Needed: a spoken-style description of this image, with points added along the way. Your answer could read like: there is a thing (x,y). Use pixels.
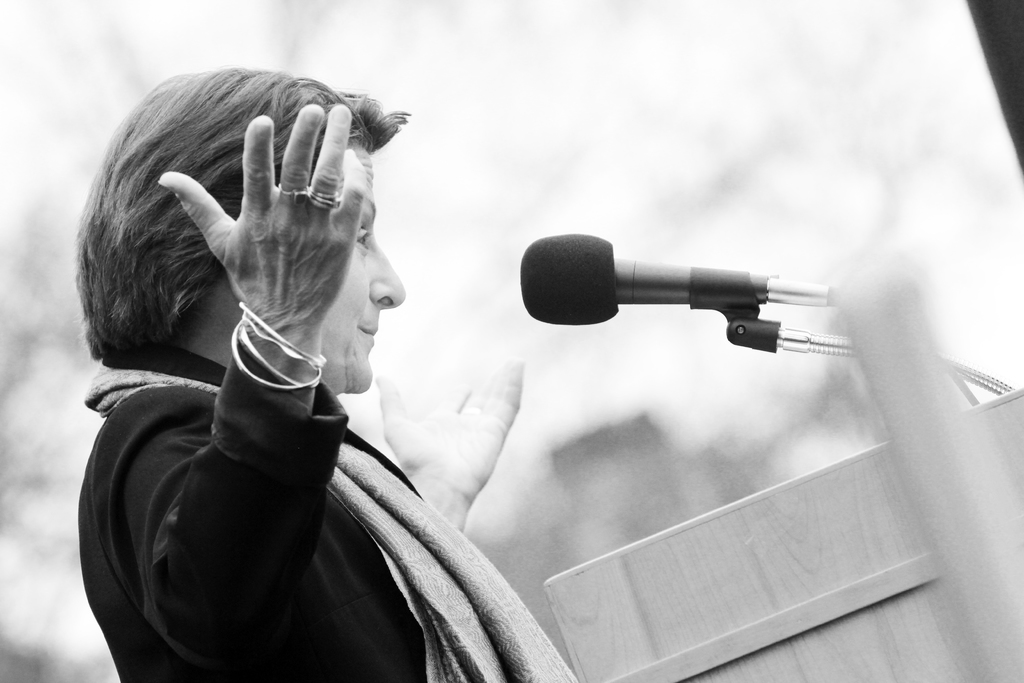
This image is taken outdoors. This image is a black and white image. On the right side of the image (885,491) there is a podium (1005,447) with a mic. On the left side of the image (141,361) there is a woman (390,416). She has worn a sweater (273,547) and a scarf (396,518).
